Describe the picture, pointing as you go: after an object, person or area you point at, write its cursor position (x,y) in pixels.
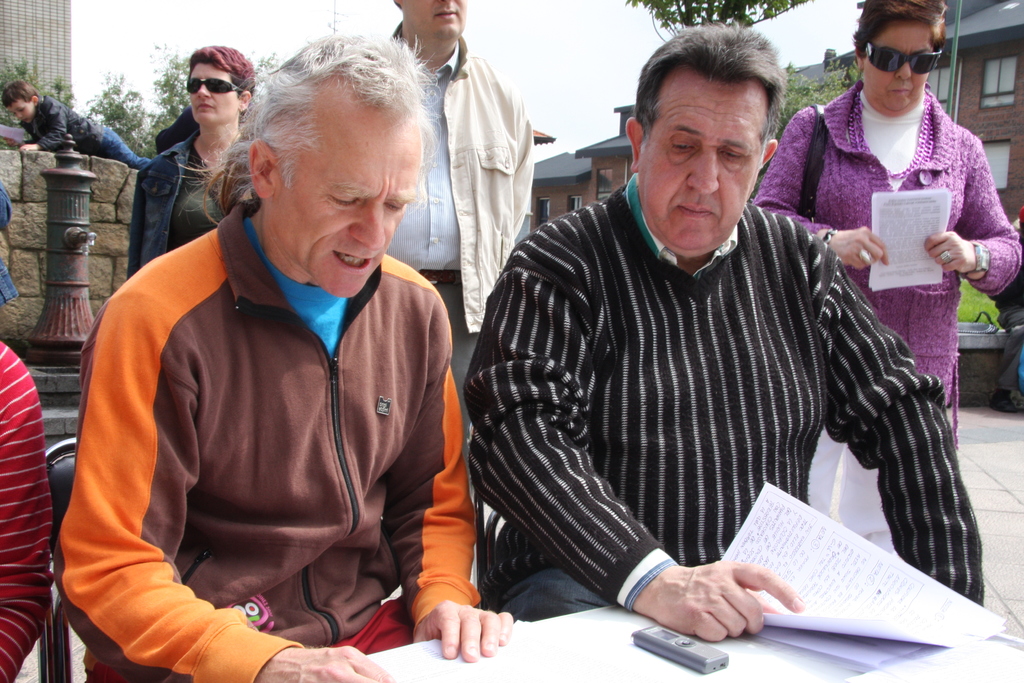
In this image there are persons (489,372) sitting on the chair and holding papers (838,525). And there is a table (656,662). On the table (624,658) there is a phone (678,643). And at the background (167,28) there are buildings (969,33), Trees (773,15), Pole (86,237) and a sky (605,116).
